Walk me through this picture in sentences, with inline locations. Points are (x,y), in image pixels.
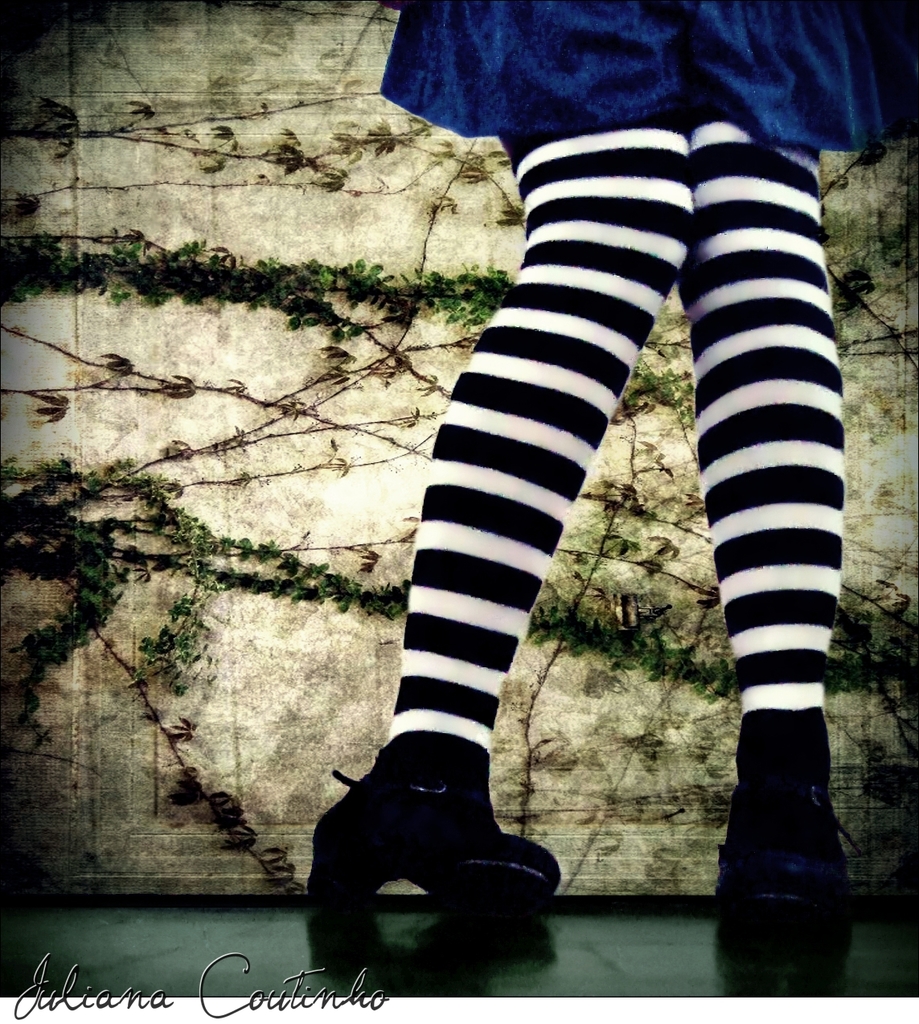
It is an edited image, there are legs (614,302) of a person (554,521) in the foreground (533,183) and behind the legs (420,575) there are branches (175,272) of plants (227,447) on a surface (241,655).
